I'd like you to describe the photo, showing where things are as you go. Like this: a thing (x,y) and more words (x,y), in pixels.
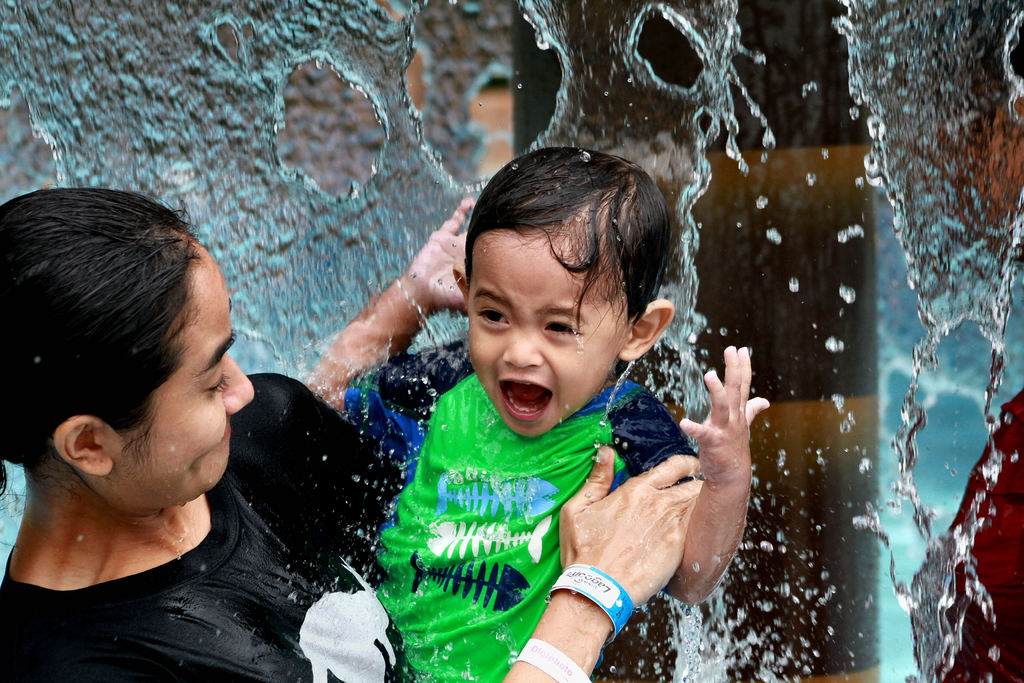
This image consists of a woman (304,660) wearing a black T-shirt (356,633). She is holding a kid (526,570). At the top (117,90), there is water (58,90). In the background (773,346), it looks like a pillar (828,335).
